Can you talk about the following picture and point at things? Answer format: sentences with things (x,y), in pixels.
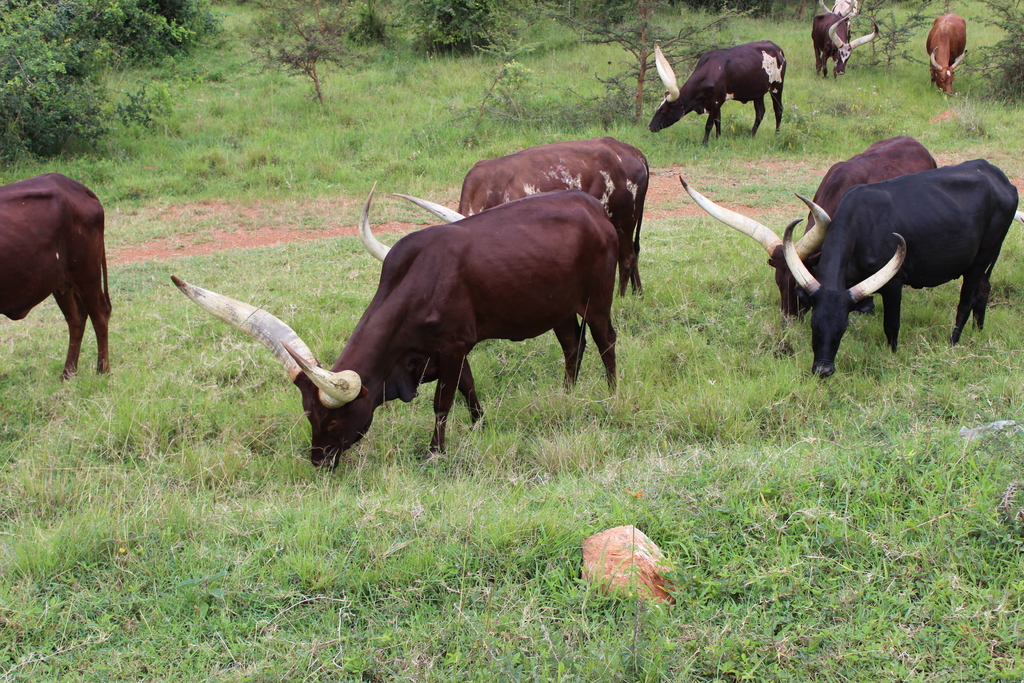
This picture is taken from the forest (899,29). In this image, in the middle (376,364), we can see some animals (888,294) are eating grass (417,418). In the background (42,25), we can see some trees (608,23) and plants (513,1). At the bottom (111,535), we can see some plants (766,600), grass (40,501) and a land (685,345) with some stones (621,544).
